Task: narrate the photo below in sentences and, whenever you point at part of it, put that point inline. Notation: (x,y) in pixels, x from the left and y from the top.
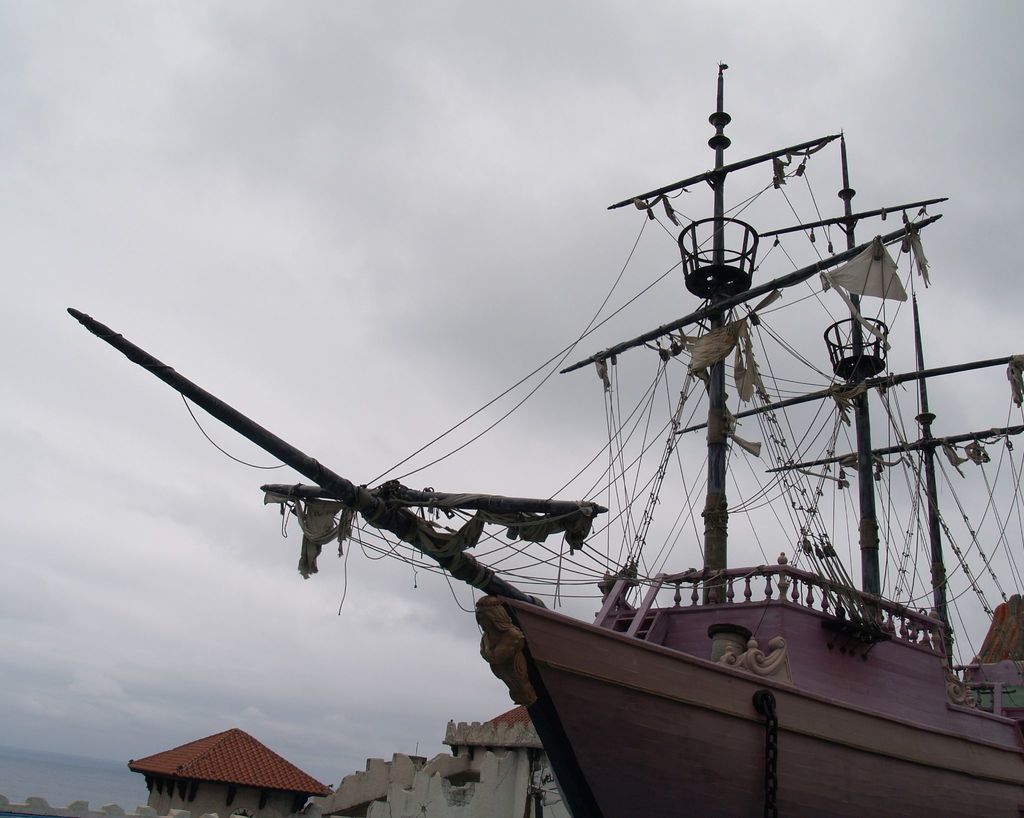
In this image on the right side (730,636) there is one ship (616,677) and in that ship (699,622) there are some sails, ropes (852,592) and in the background (463,793) there are buildings (466,791) and beach (19,790). At the top (495,151) there is sky (282,328).
